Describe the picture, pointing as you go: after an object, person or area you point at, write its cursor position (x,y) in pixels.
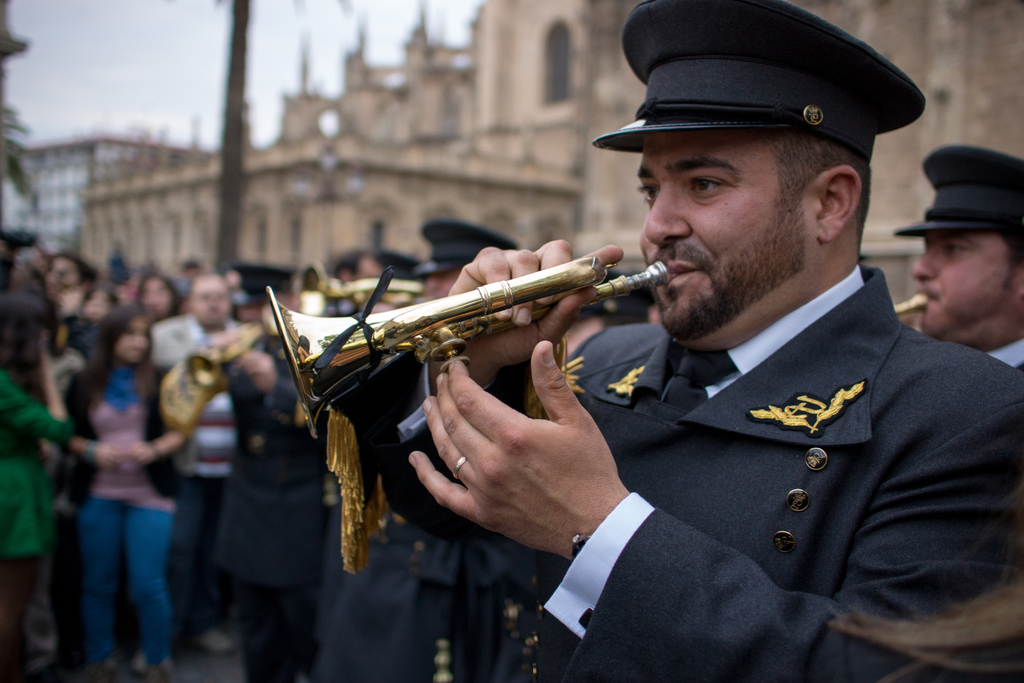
In this picture we can see there is a group of people (567,330) playing the brass instruments (303,397). Behind the people (437,387) there are groups of people (139,366), buildings (81,171) and a sky (86,102).
